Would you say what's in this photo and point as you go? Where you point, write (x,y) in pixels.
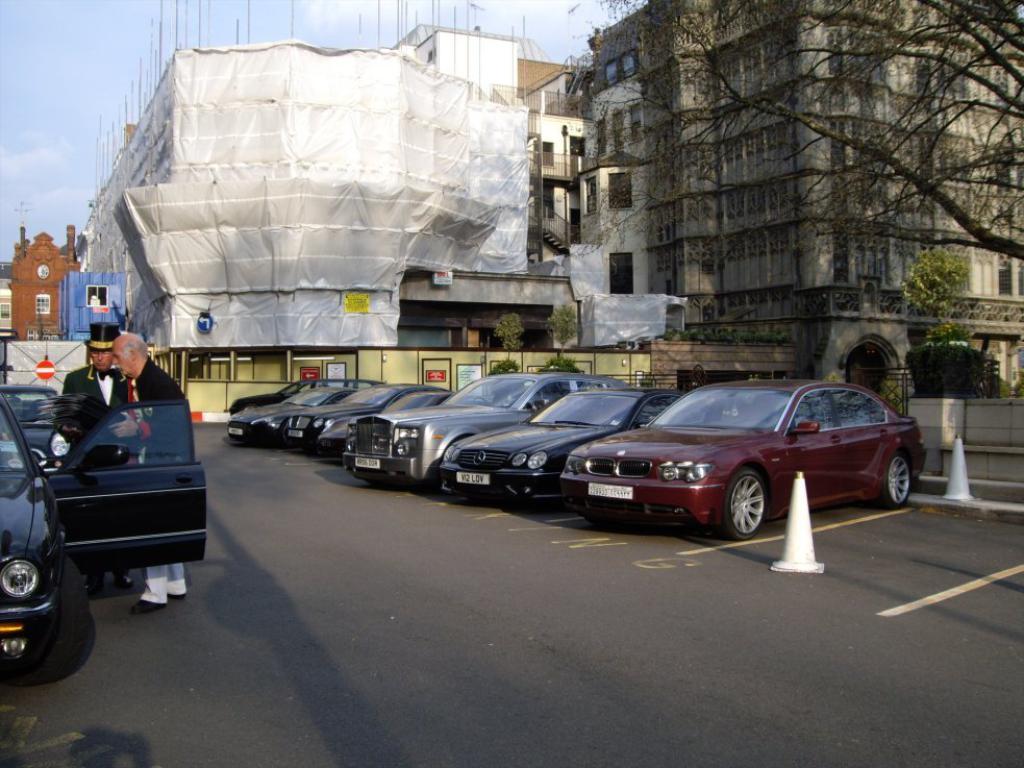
Here we can see buildings (640,211) with windows (618,182), plants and sign boards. Vehicles (472,462) are on the road (437,608). These two people (121,385) are standing beside this vehicle (82,506).
